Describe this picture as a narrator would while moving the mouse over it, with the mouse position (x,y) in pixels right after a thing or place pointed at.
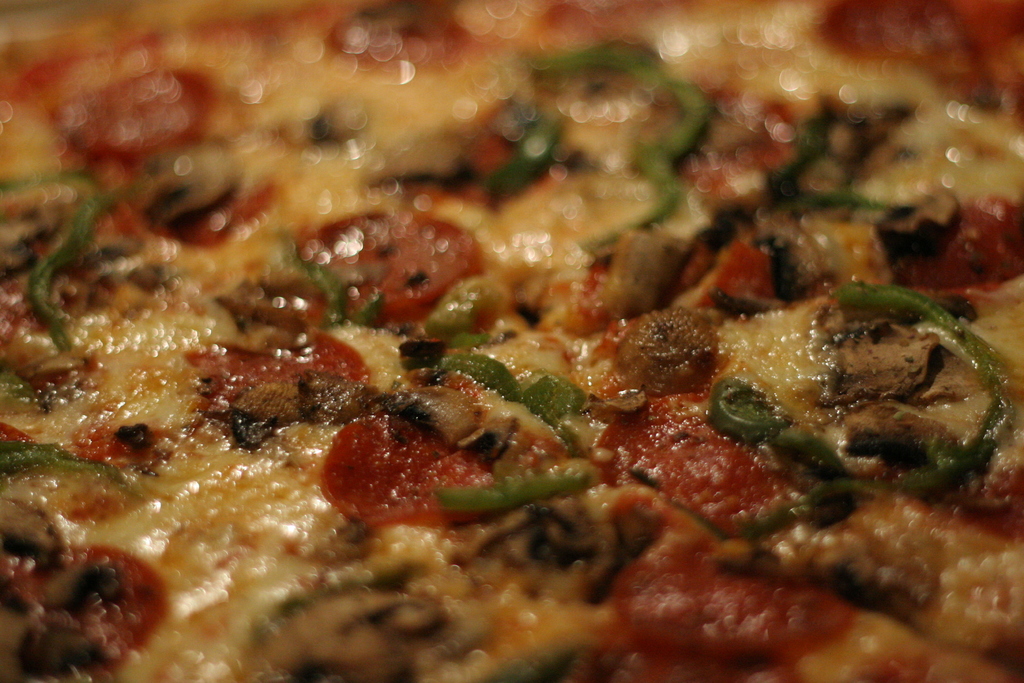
In this picture we can observe a pizza (293,448) which is in yellow and red color. We can observe some cheese (114,371) on this pizza (342,222). The background (873,69) is blurred.
